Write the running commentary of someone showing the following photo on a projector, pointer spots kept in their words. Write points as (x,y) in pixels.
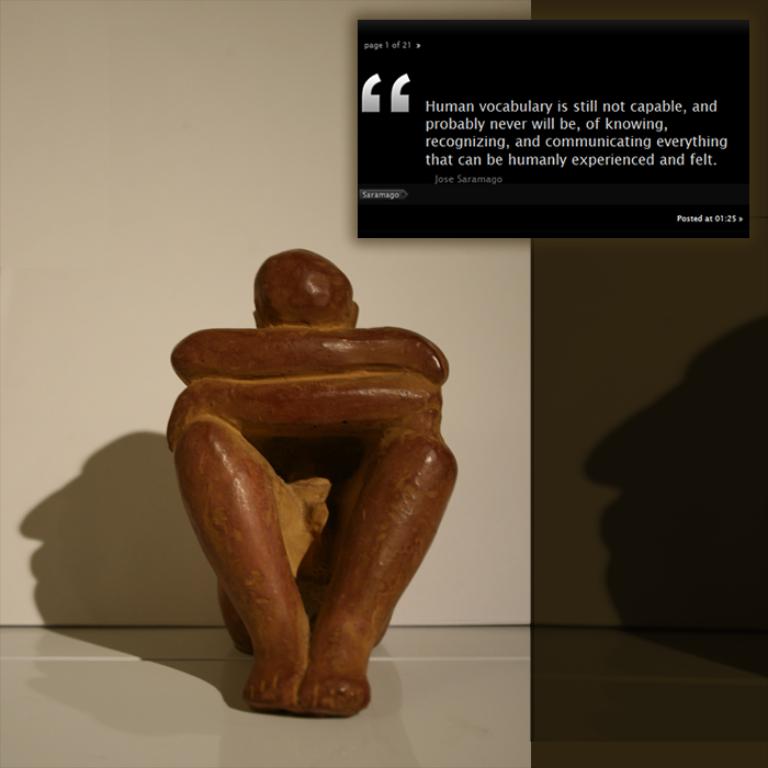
In this image we can see a statue (291,593) placed on the floor (333,757).
